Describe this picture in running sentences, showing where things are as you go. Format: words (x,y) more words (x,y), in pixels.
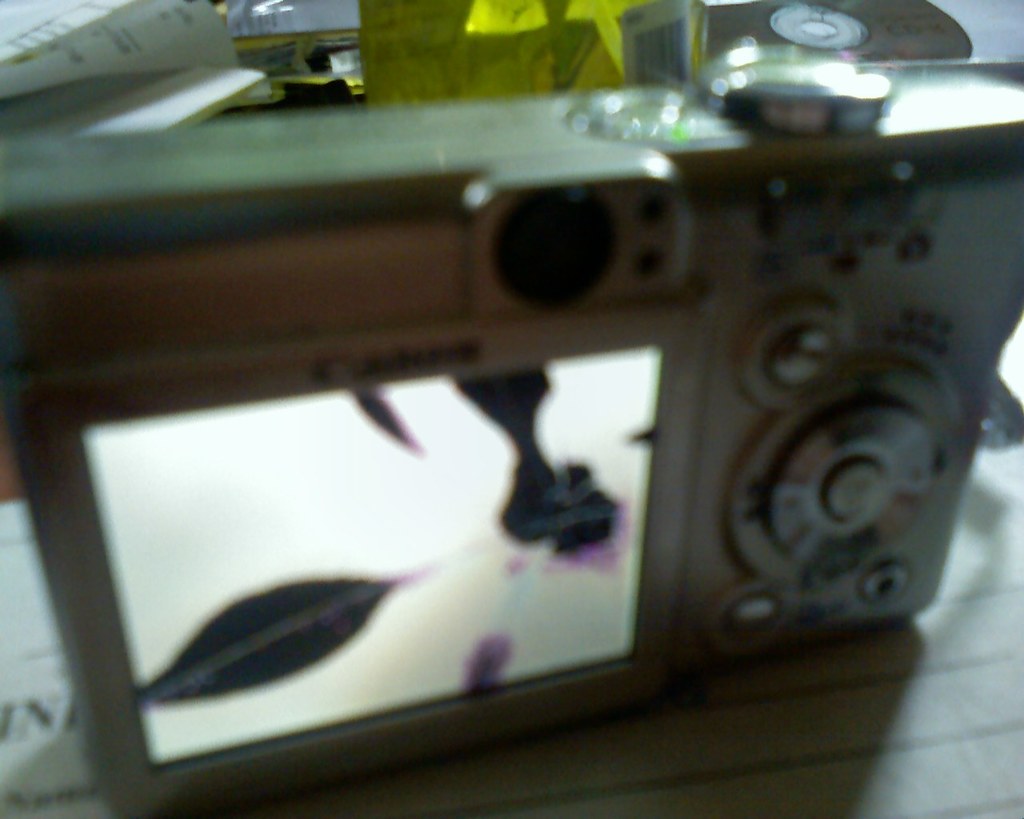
In the picture we can see a camera (370,587) with a screen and some buttons (874,412) beside it and on the top of the camera (754,153) we can see a adjuster button (724,99) and behind the camera (541,108) we can see some papers (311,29).
